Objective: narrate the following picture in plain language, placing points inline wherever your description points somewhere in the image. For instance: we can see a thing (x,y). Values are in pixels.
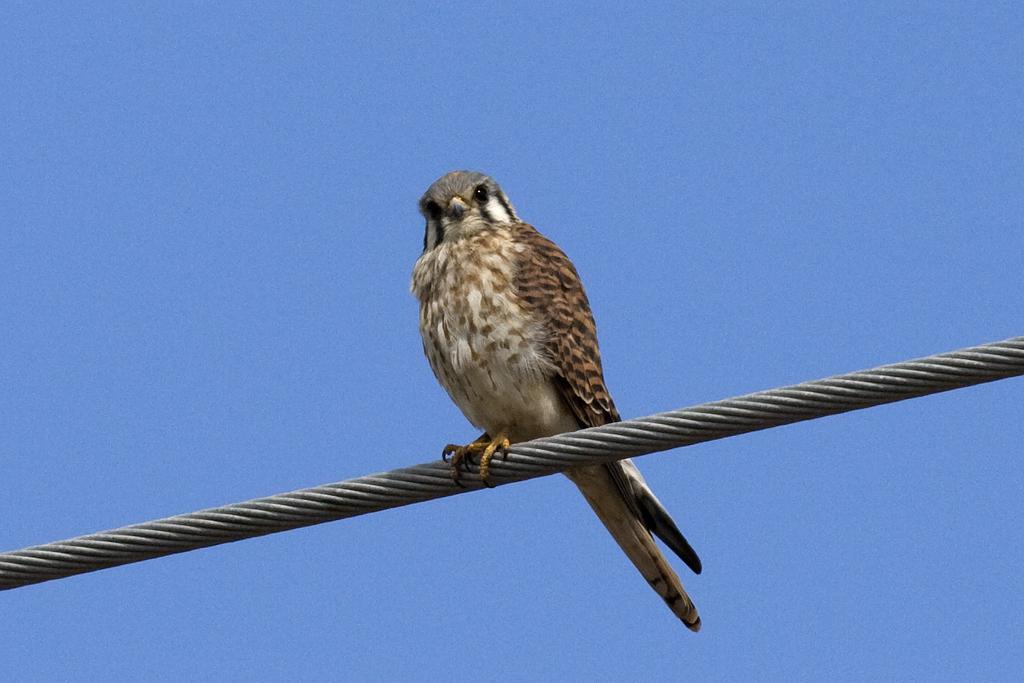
In this picture we can see the brown color bird (481,382) sitting on the electric wire (143,541). Behind there is a sky (136,522).
